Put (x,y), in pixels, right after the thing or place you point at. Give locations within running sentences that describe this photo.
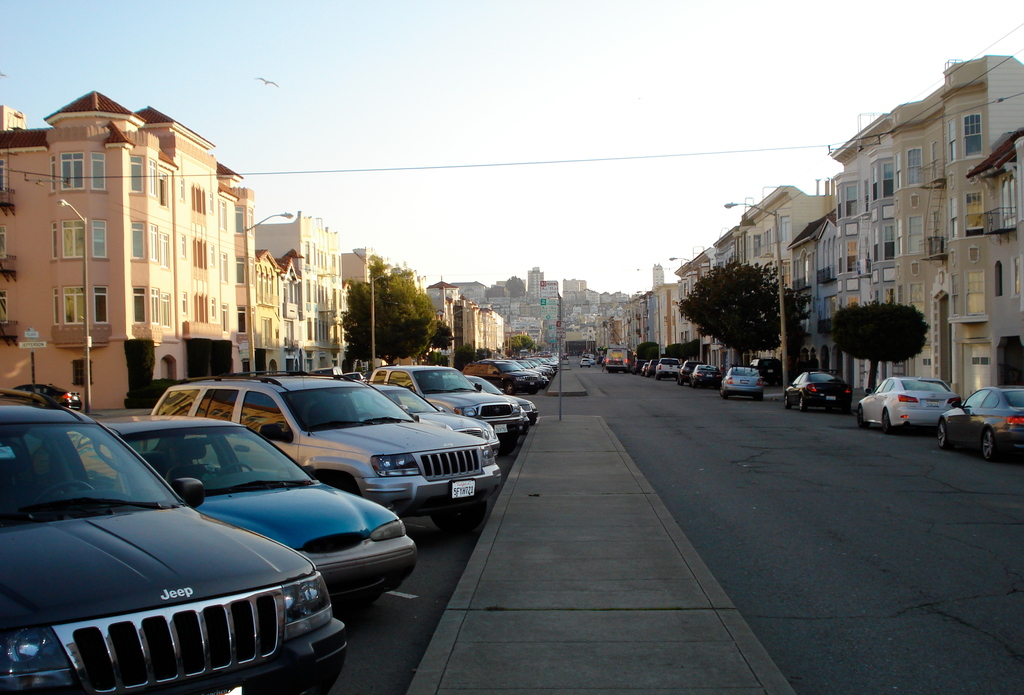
In this image I can see fleets of cars (201,661) on the road (672,485). In the background (895,281) I can see trees (858,314), poles (659,314), buildings (642,314), and windows (136,312). On the top (431,98) I can see the sky (565,97). This image is taken during a day.
